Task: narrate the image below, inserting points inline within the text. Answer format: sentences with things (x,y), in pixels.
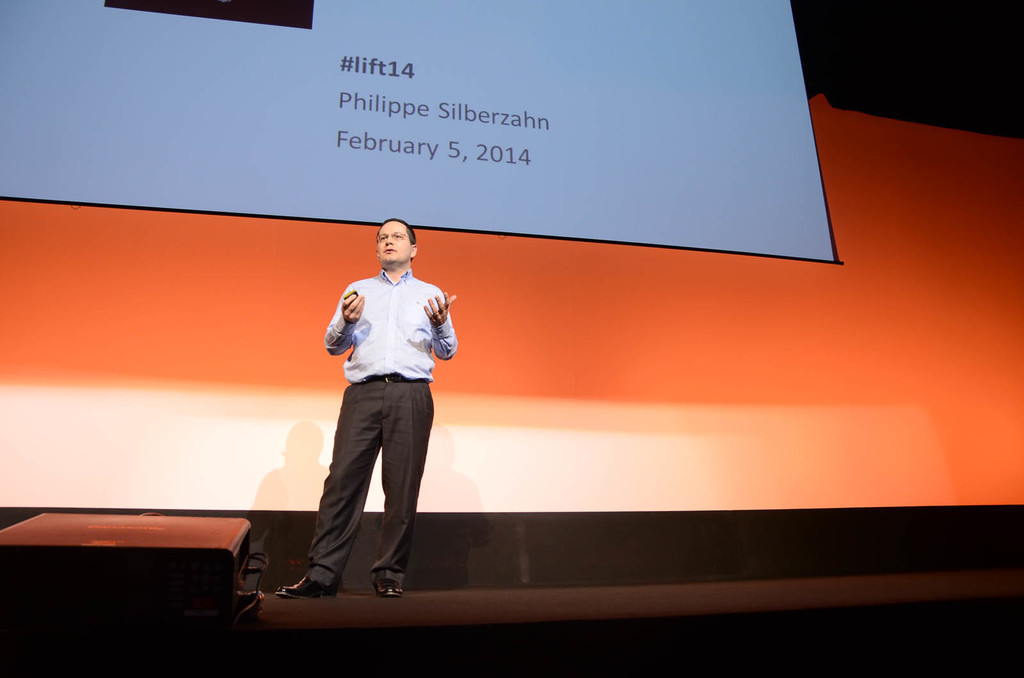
In this image there is a person (385,396) standing. In front of him there is some object (48,627). Behind him there is a screen (384,101) with some text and numbers (512,151) on it.
